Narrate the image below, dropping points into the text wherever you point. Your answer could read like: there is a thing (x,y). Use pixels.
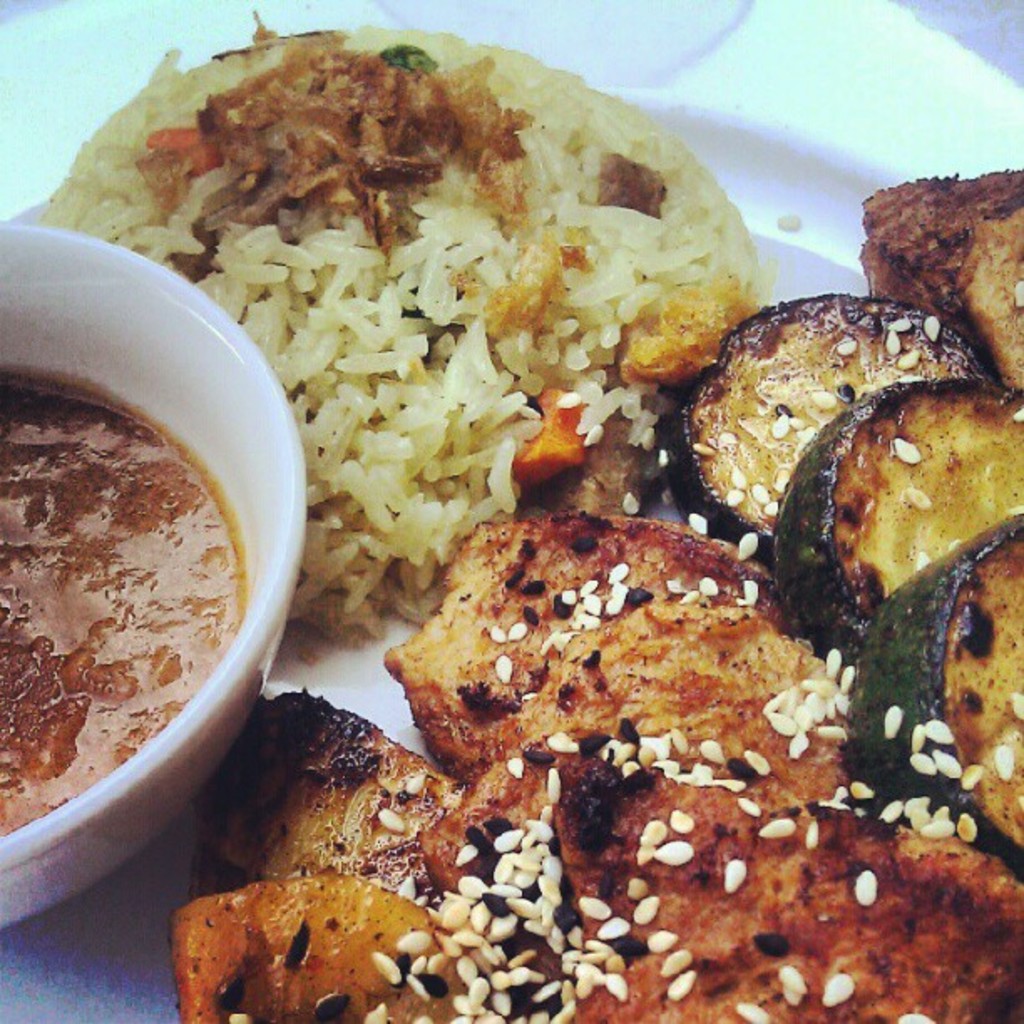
In this picture I can see food (525,497) and a bowl (286,530) in the plate (607,57).
